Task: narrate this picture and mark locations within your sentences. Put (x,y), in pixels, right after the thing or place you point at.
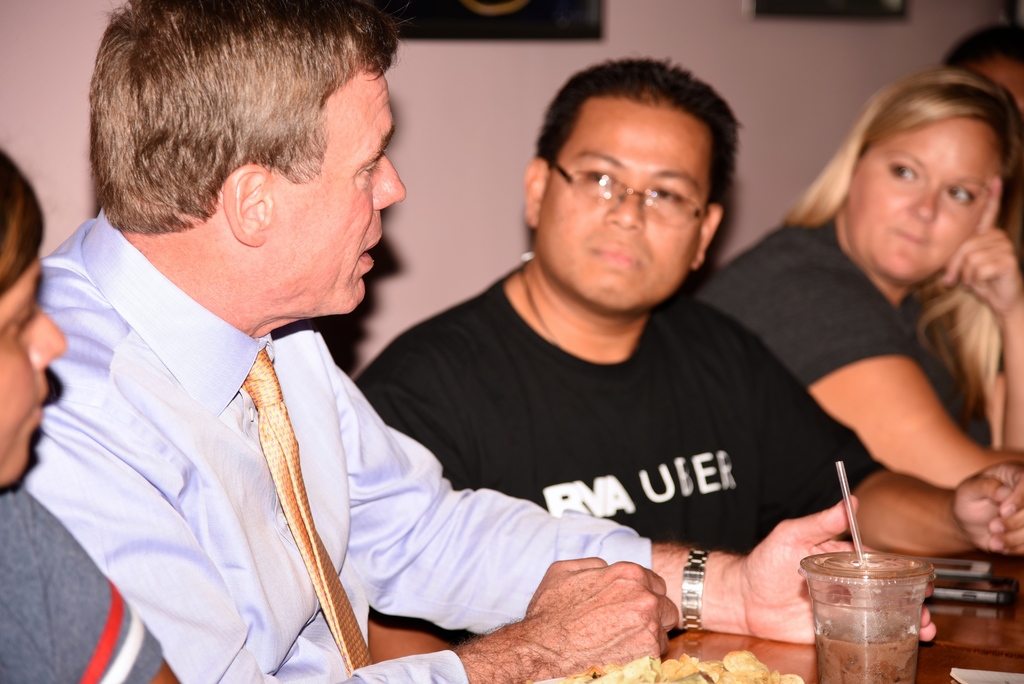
This picture shows a group of people (150,199) seated and we see a cup (801,566) and a mobile phone (983,591) on the table (949,668).
